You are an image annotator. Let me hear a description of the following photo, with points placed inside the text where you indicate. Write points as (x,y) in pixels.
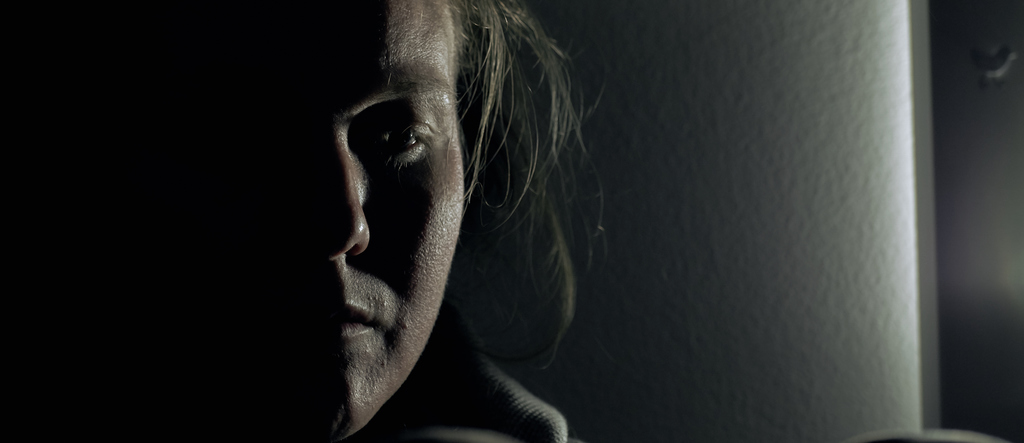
In this image I can see the dark picture in which I can see the person's face (447,153). I can see the wall (771,197) in the background (775,198).
